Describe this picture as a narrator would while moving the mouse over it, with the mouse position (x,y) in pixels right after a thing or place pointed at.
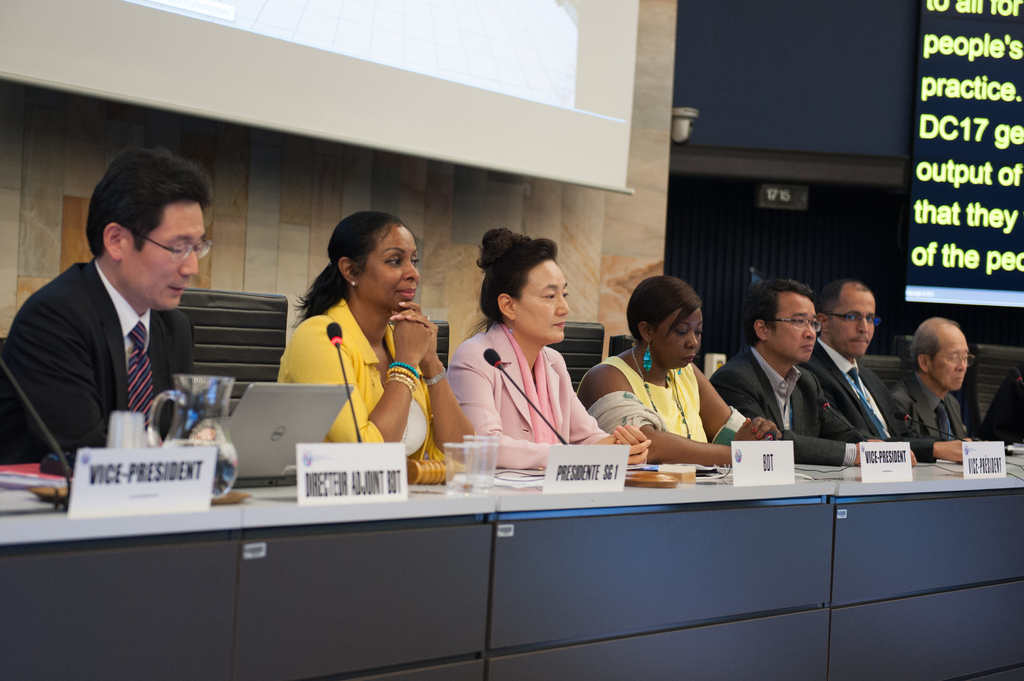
In this image, I can see seven persons (579,397) sitting on the chairs (265,369). There is a table (337,563) with a laptop (273,424), mike's (564,440), name boards (183,451), water jug (190,442), glasses (474,475) and few other objects (505,472). In the background (972,157), I can see two screens (599,110) and there is a wall (567,224).
